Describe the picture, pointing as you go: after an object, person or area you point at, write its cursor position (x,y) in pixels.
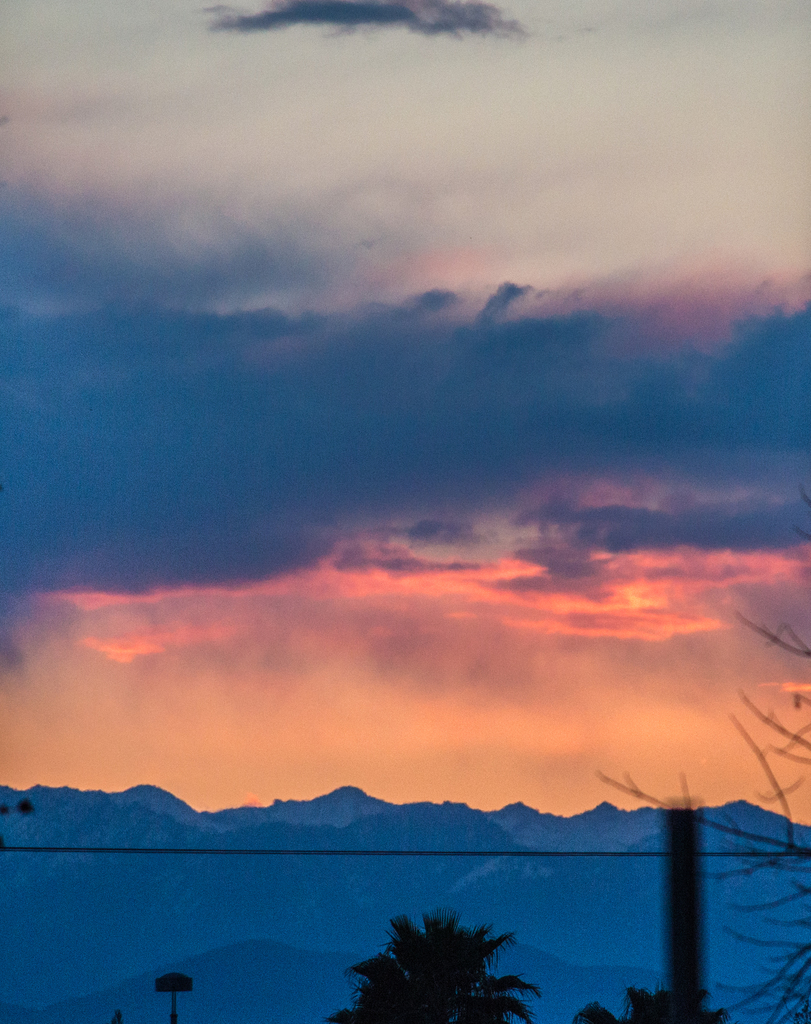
In this image we can see sky (288,389) with clouds (560,555), hills (453,875), cable (632,854) and trees (429,957).
